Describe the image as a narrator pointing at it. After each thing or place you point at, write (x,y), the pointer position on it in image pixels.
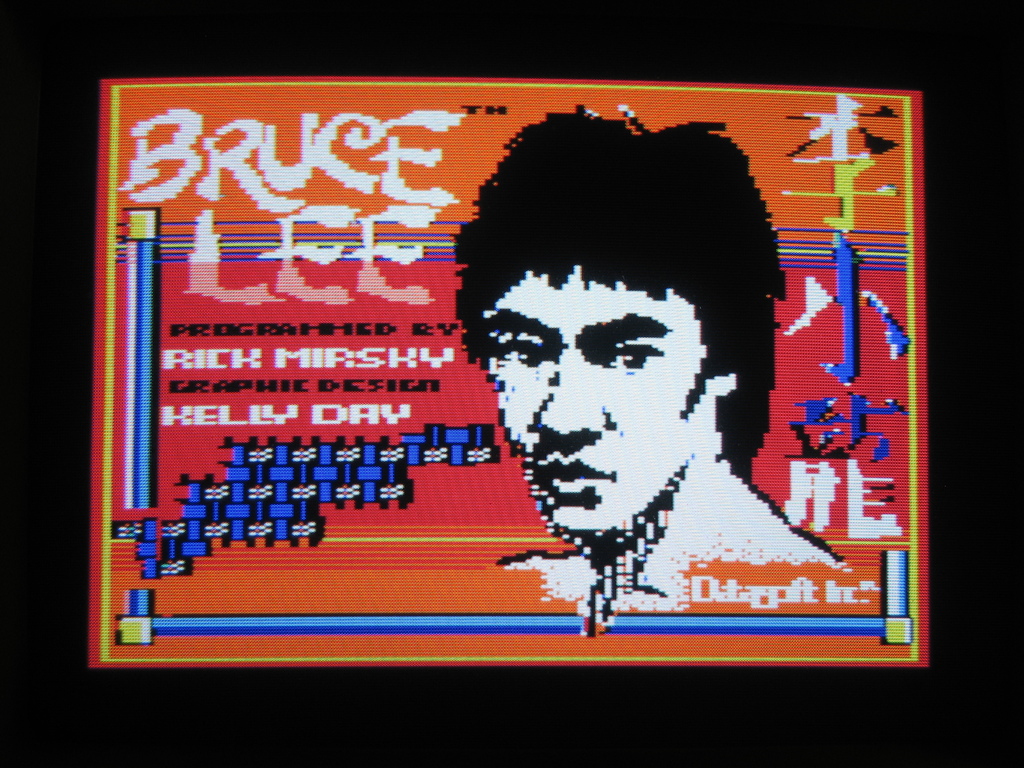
The picture is looking like an animated poster. In this picture we can see text (330,301) and a person's face (618,372).
